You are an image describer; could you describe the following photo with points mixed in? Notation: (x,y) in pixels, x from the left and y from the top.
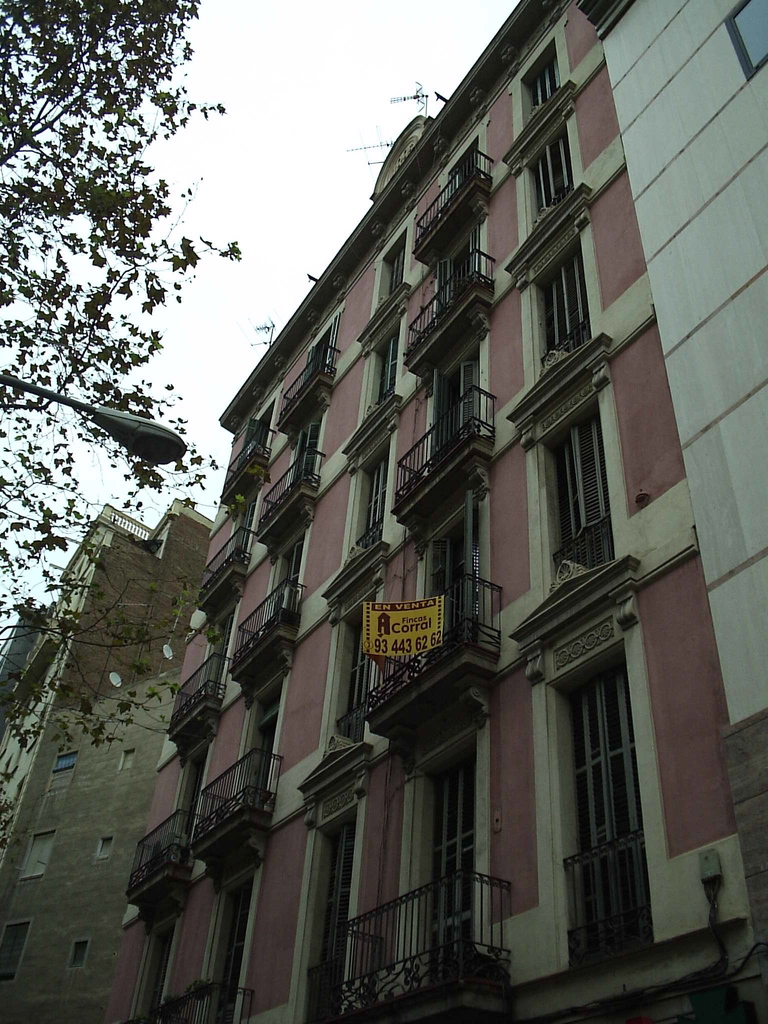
In this picture we can see buildings (369,598) with many balcony windows (611,684) and lights (163,439). Here we can see green leaves (130,37) and light (133,422).
